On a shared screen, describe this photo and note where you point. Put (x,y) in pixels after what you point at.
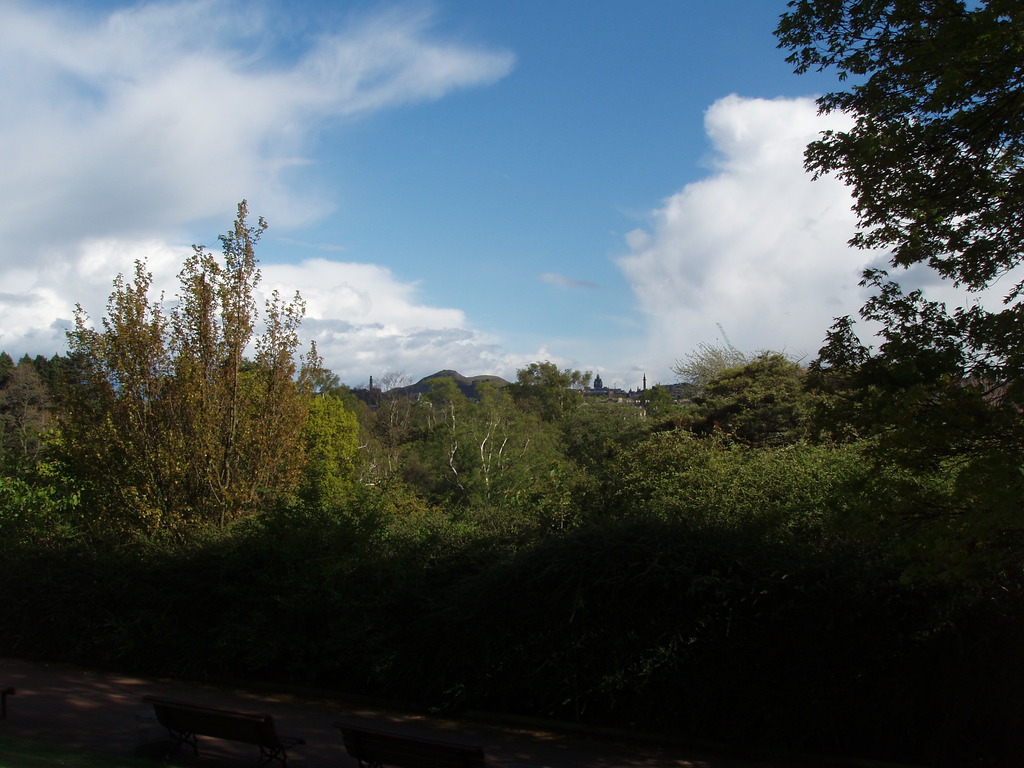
At the bottom of the picture (99,696), we see the pavement (123,716) and the benches (245,732). On the right side (896,219), we see the trees (915,417). In the middle of the picture (443,423), we see the trees (633,523). At the top (439,184), we see the sky (557,188) and the clouds (705,206).
